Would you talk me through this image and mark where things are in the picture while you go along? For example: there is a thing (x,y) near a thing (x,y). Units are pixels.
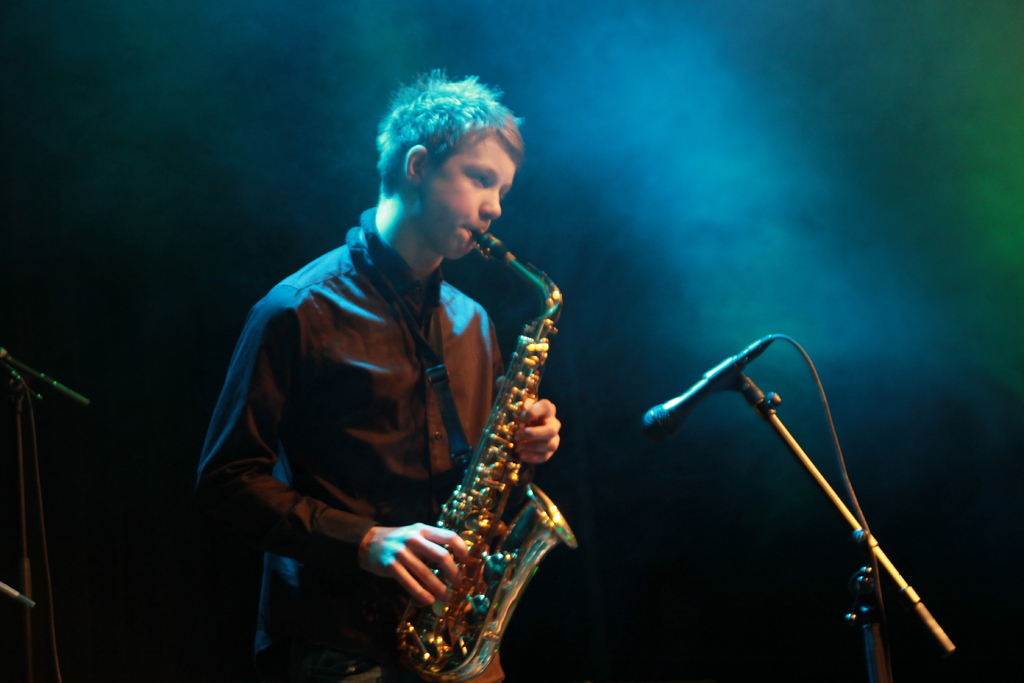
In this image, at the middle (355,396) we can see a boy (374,387) standing and he is playing a musical instrument (494,588) and at the right side (697,386) there is a microphone (675,410), at the left side (28,591) corner we can see another microphone (22,443), there is a dark background (876,103).
